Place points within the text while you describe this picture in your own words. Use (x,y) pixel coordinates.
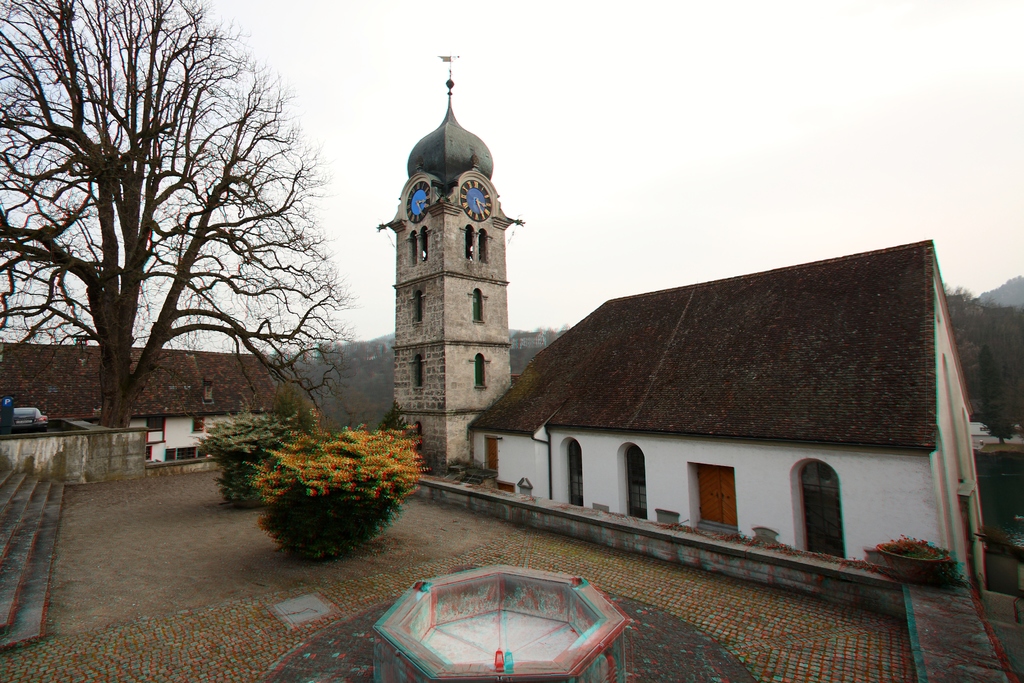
In this picture we can see few houses (616,478) and clocks (416,197) on the tower (487,225), in front of the house (235,386) we can find few shrubs (223,451), trees (141,374) and a vehicle (16,429).
